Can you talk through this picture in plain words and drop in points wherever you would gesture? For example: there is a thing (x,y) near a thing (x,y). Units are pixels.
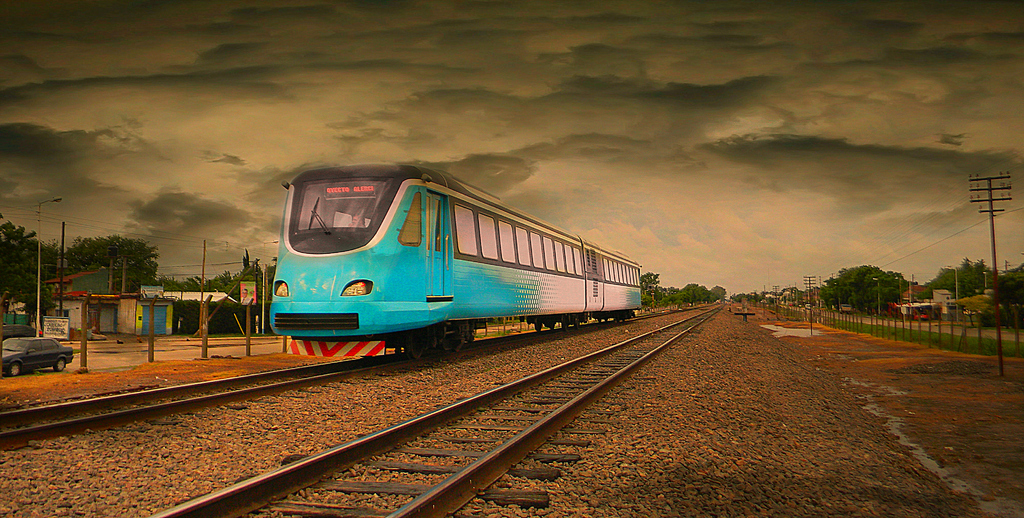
In this image in the center (508,300) there is a train (457,313) on the railway track (299,365) and there is an empty railway track (524,410). On the left side (62,345) there is a car (33,352), there are poles (249,315), there are trees (146,282) and on the right side (812,300) there are poles (813,300) with wires (935,221) and there are trees (881,291) and there is a fence (916,329) and the sky (552,118) is cloudy.
